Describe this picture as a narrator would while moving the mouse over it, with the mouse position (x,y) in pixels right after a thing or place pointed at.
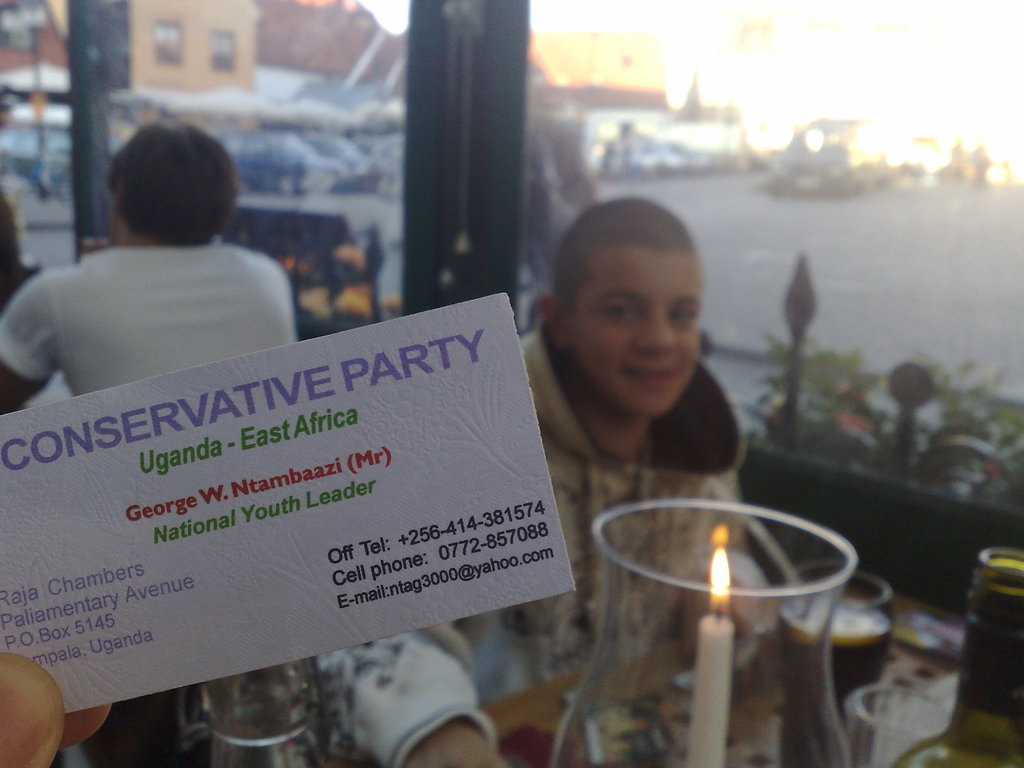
In this picture there is a card (349,496) on the left side of the image (194,472) and there are people (635,226) in the background area of the image (141,140).
